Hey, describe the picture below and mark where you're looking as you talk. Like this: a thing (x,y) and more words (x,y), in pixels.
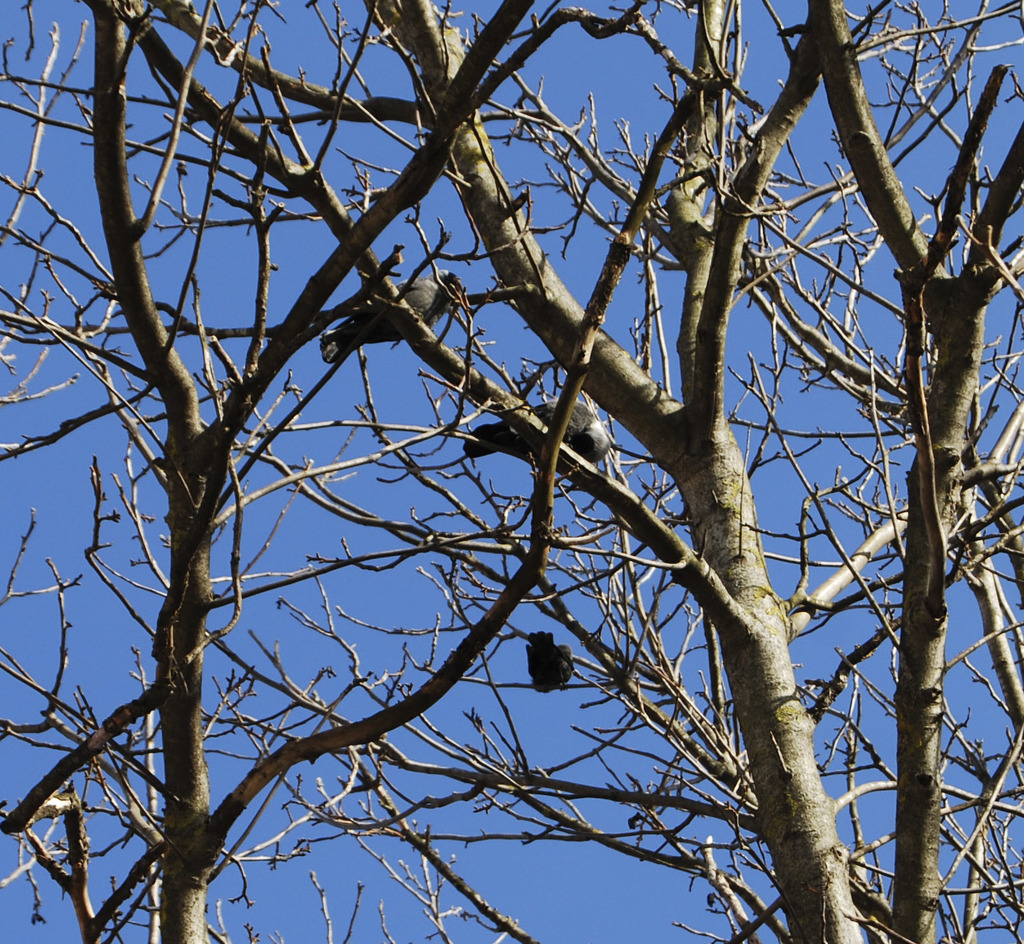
In this image I can see few birds (516,450) are on the dry trees (471,382). The sky (394,231) is in blue color.
